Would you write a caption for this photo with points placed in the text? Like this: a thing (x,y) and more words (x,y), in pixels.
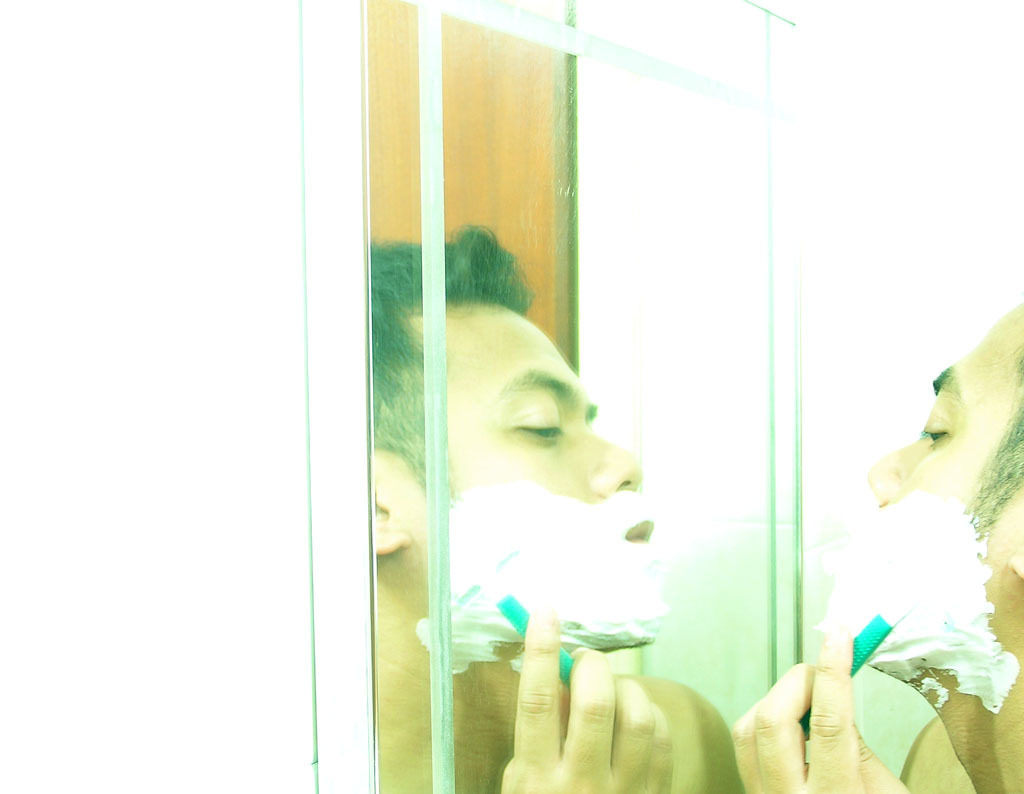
On the right side of the picture (930,528), we see the man (873,599) is shaving his beard (835,602). In front of him, we see a mirror (561,421) in which we can see a man (486,628) shaving the beard (522,492). Behind him, we see a cupboard (485,143). In the background (835,278), we see a wall (726,283) which is white in color.
